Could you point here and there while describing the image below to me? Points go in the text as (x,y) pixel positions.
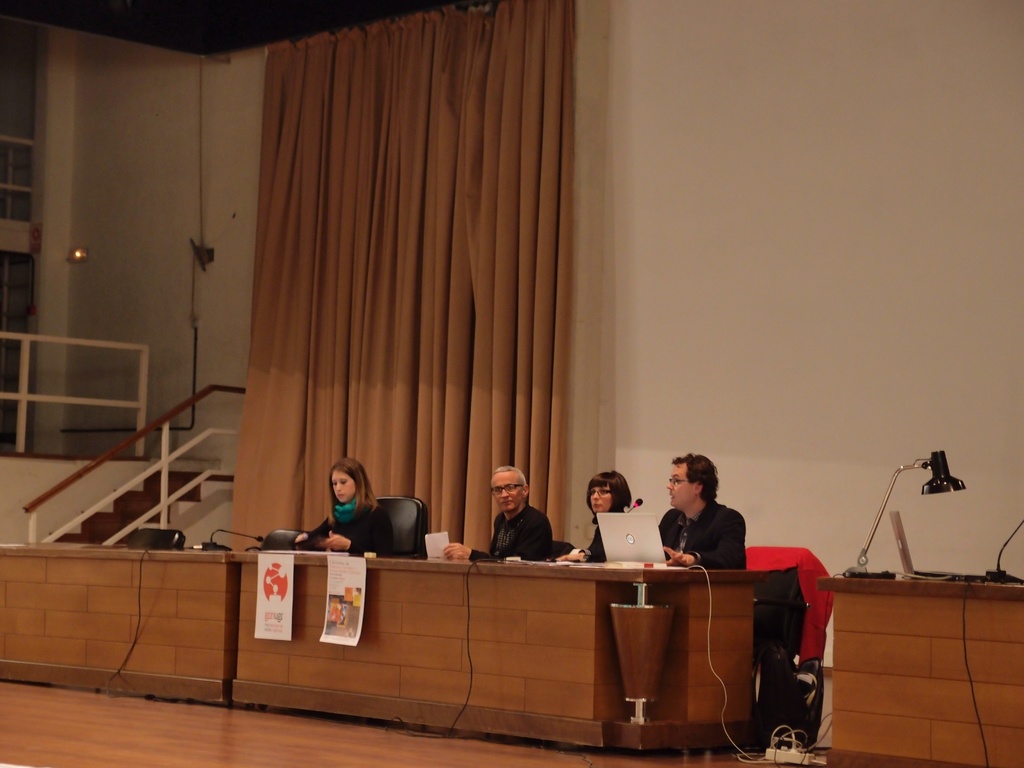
In a room (118,190) there are four people (452,552) sitting in front of a table (371,572), on the table (597,584) there is a laptop (643,534), some papers (618,564) and other equipment (223,531). Behind them there is a curtain (368,372) and on the left side (114,499) there are stairs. Beside that table (688,628) there are some other items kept on another table (843,696).
